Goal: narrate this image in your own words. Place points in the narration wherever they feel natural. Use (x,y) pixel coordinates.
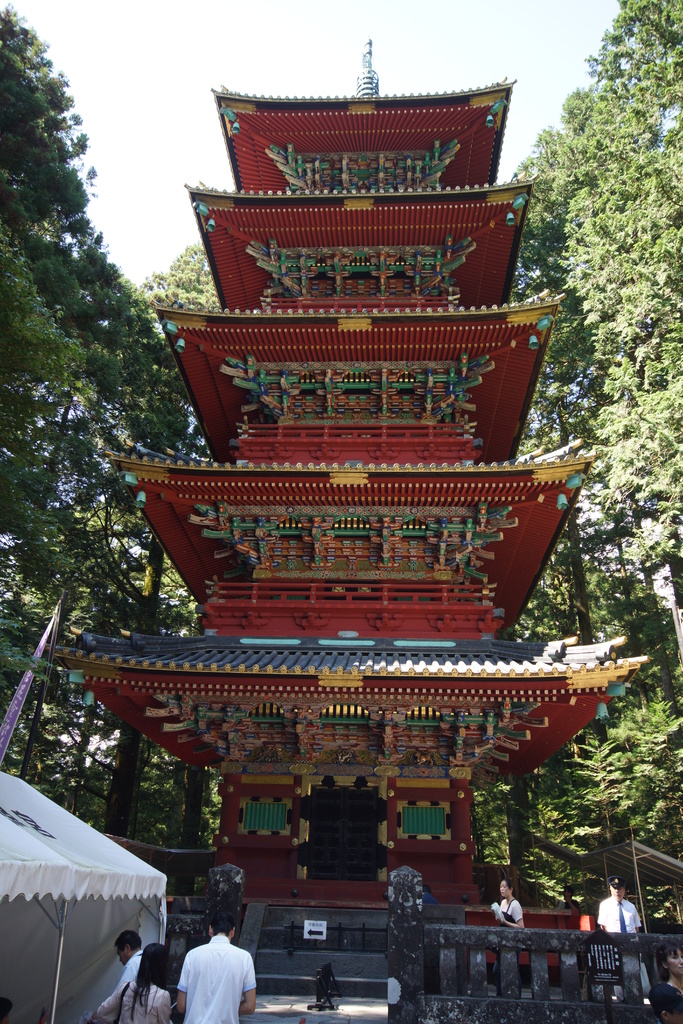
In this picture we can see a temple (410,438) here, in the background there are some trees (188,403), we can see some people (252,988) standing here, at the left bottom (48,898) there is a tent (20,868), we can see the sky (174,48) at the top of the picture (174,18).
